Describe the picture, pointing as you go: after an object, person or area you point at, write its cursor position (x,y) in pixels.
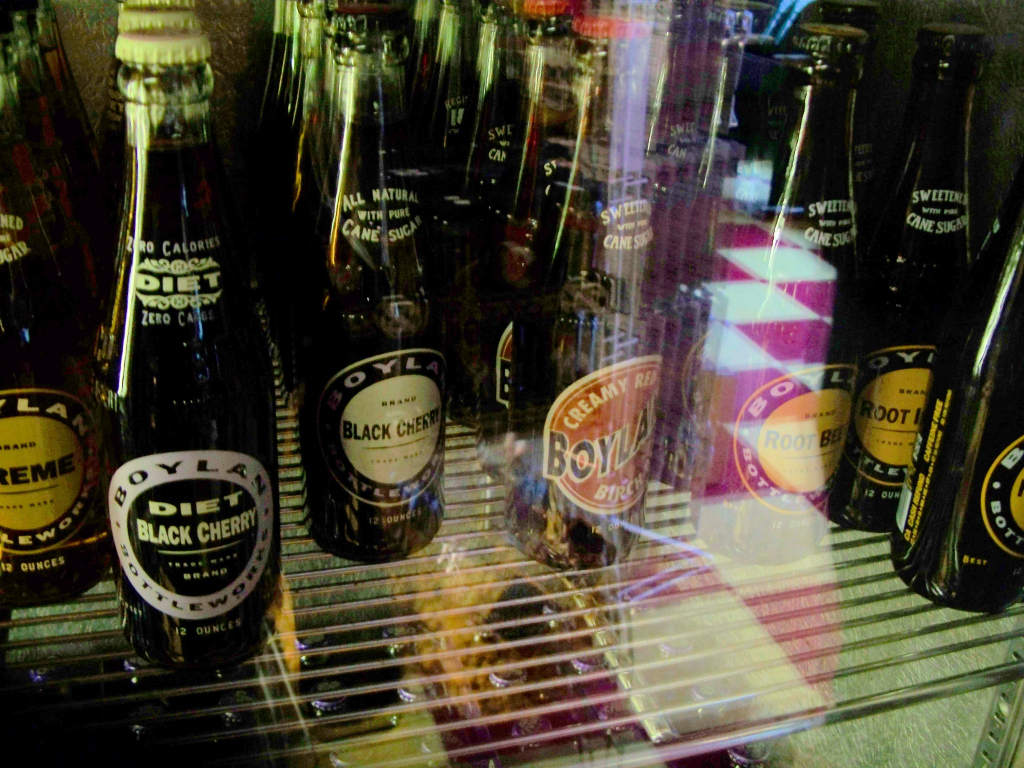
In this image I can see a group of soda bottles (552,332) placed in an order. And these bottles (310,64) are sealed with a metal cap (183,38), and these bottles (731,286) are placed in a rack (610,649).
